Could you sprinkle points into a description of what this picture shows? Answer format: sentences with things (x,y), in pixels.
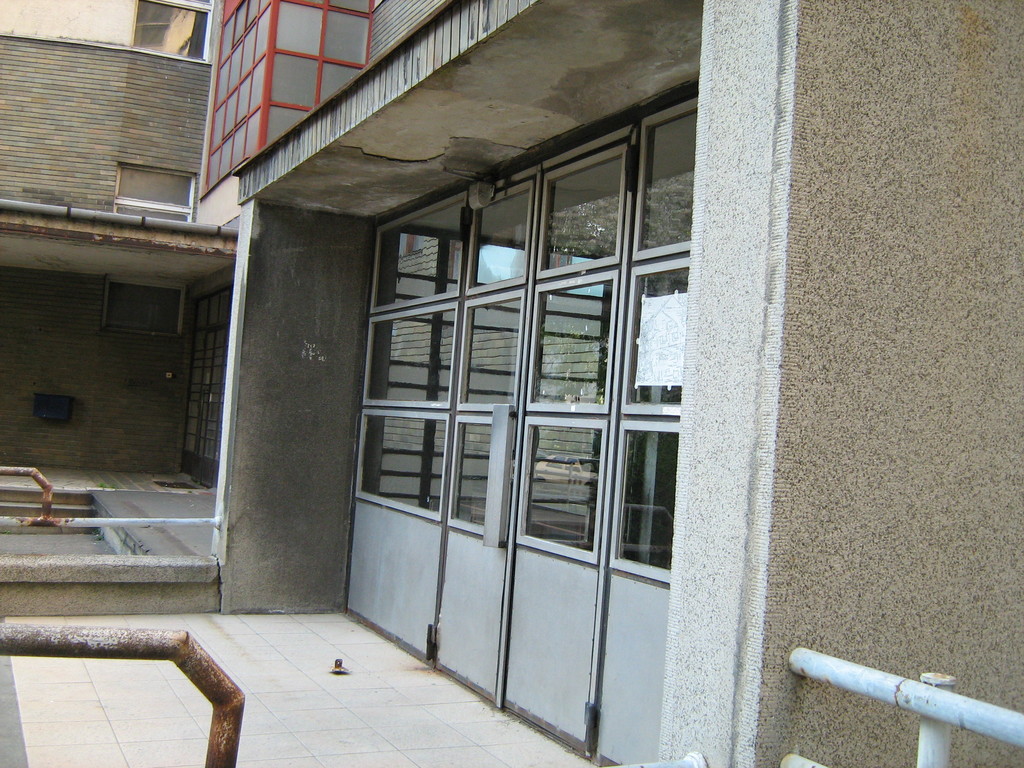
In this image in the center (433,397) there is a building (148,144) and glass doors (563,452), at the bottom (104,636) there are some pipes (853,681) and iron rods (165,648) and a walkway (409,668). On the right side (839,382) there is a wall (938,413), in the center (394,413) there is a gate (193,365) and a doormat (175,484) on the left (165,483).
